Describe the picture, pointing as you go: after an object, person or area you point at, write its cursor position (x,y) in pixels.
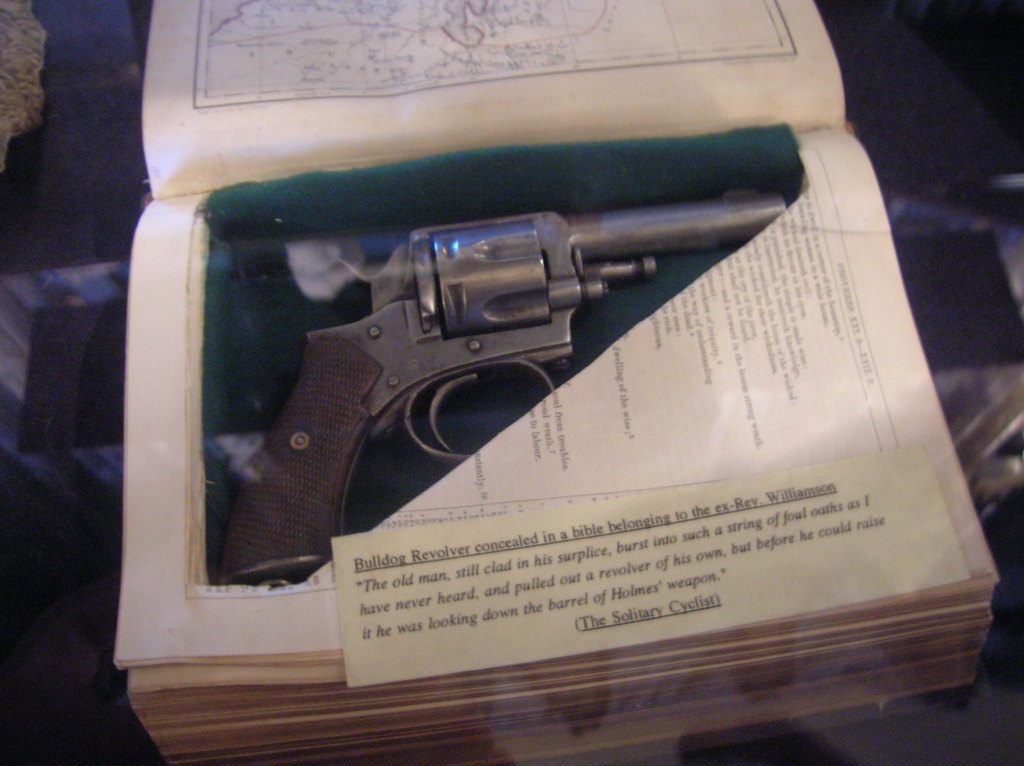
In this picture I can see a gun (452,336) in the book (359,314) and I can see text (356,52) on the papers (699,346).
